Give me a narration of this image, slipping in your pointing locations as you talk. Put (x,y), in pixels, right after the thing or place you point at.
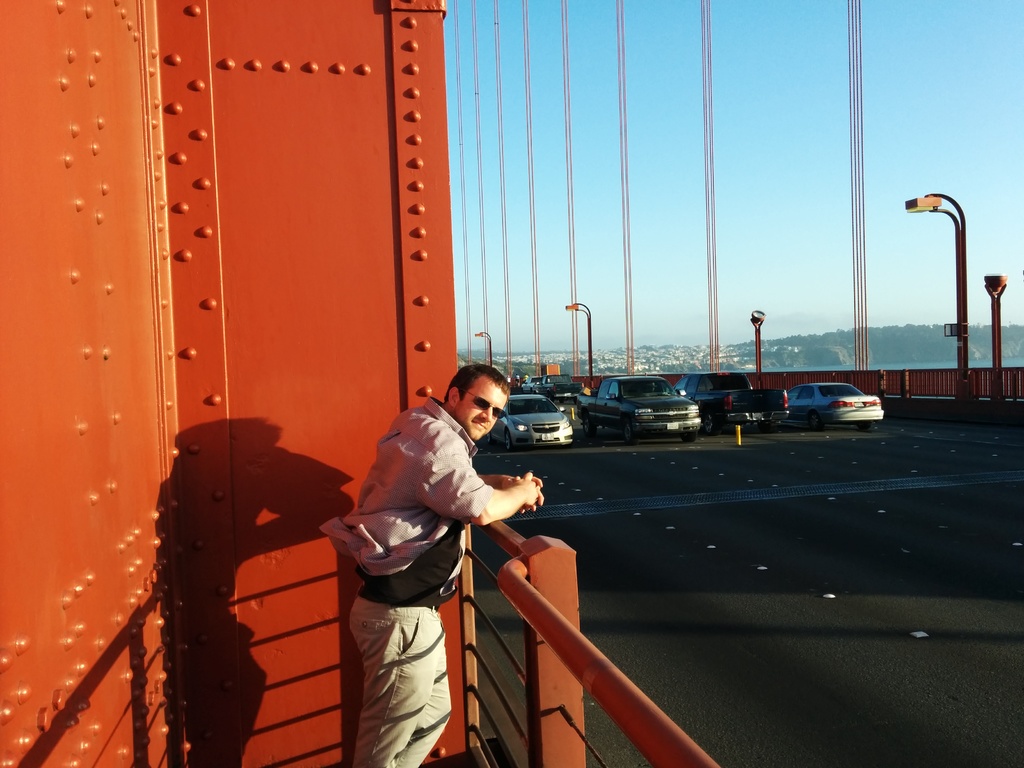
In this image a man (422,624) standing on a bridge (494,620), there are vehicles (855,422) on the bridge (714,444), in the background (834,355) there are light poles (967,319), trees (816,341) and a sky (894,133).
